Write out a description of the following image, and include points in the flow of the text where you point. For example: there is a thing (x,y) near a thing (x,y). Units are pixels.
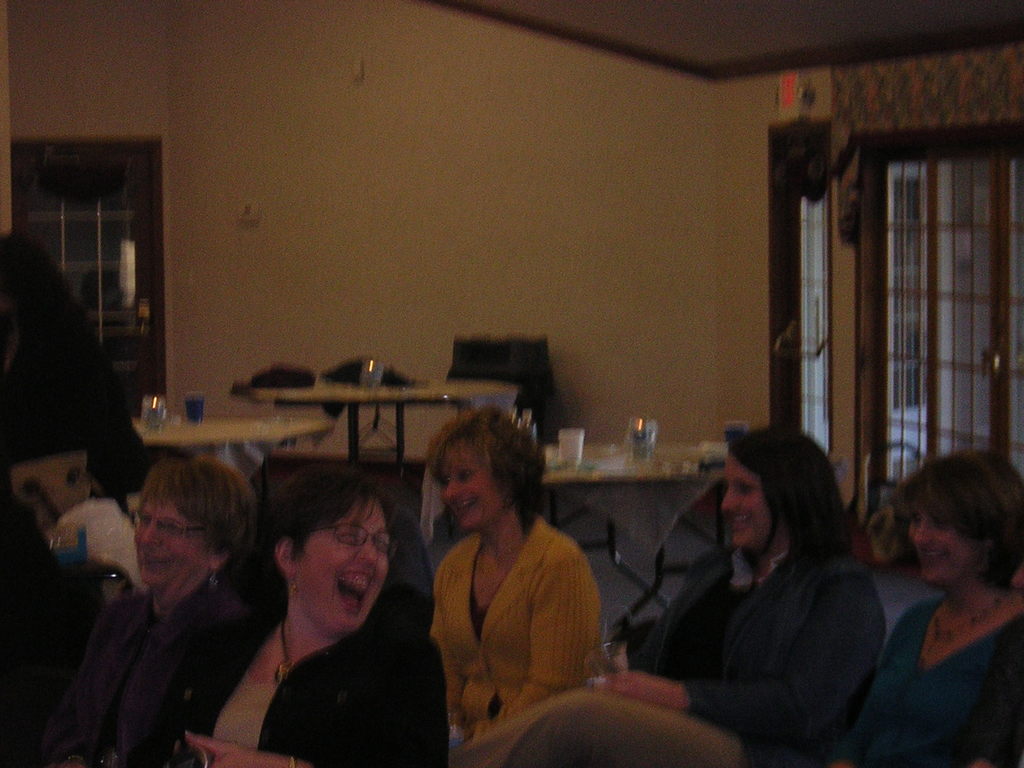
These people (362,557) are sitting on chairs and we can see glasses (640,441) and some objects (647,429) on tables (315,396). Background (285,160) we can see wall (528,213) and windows (822,290).
